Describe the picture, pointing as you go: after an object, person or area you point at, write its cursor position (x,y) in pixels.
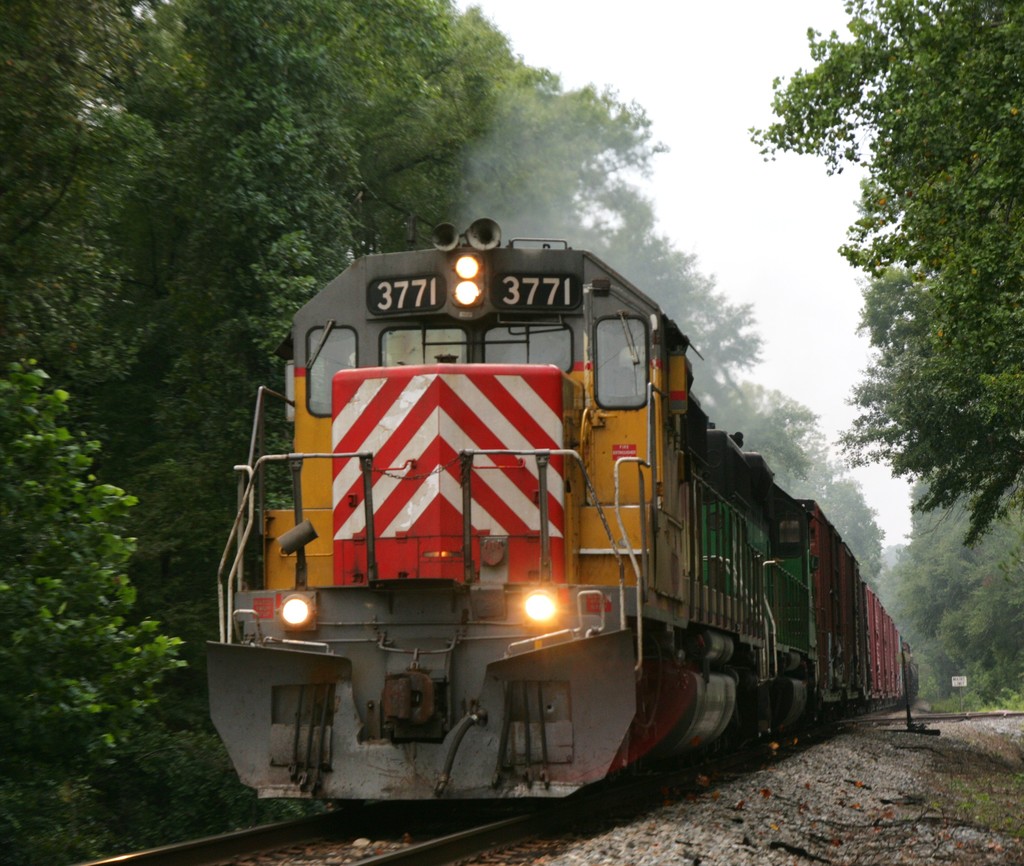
In the image there is a train (613,569) on a railway track (333,836) and around the train (369,798) there are plenty of trees (850,256).
